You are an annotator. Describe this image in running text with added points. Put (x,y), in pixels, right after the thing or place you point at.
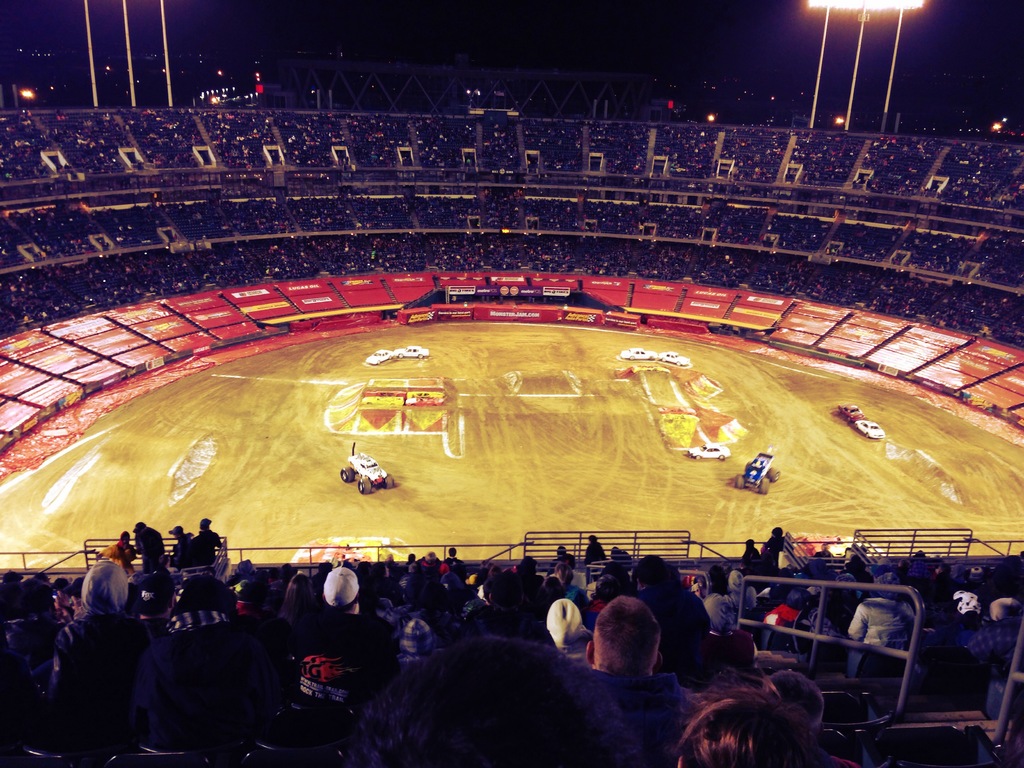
In this image I can see few persons (443,711) sitting in the stadium (473,685), the railing (807,632), the ground (654,503), few cars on the ground (641,409) and the stadium (492,180). I can see few light poles (816,102), few lights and the dark sky (628,15) in the background (213,43).
